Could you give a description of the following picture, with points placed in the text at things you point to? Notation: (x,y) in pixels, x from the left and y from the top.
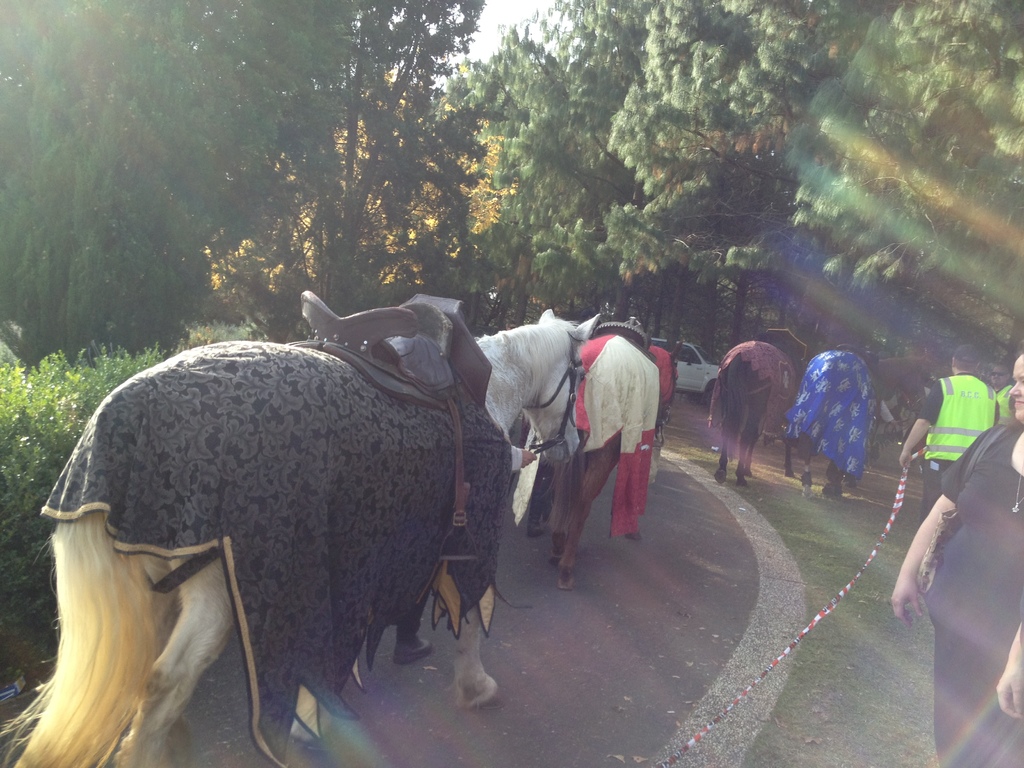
There are people (981,659), among them this man (907,454) holding a tape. We can see horses (565,422), road (438,631) and plants (3,523). In the background (749,307) we can see trees (552,101), car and sky (489,16).
